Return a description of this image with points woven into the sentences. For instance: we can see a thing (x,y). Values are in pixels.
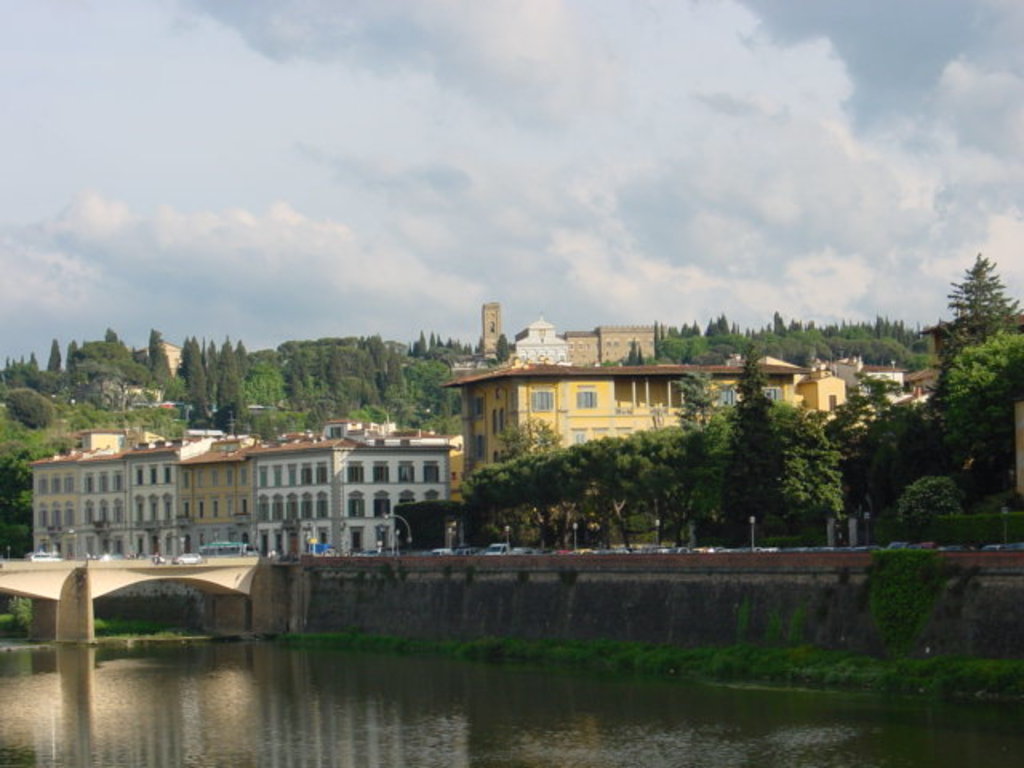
In this image at the bottom (319,744) we can see water (888,747) and plants (626,657). We can see vehicles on the road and bridge (149,572) and there are street lights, buildings (293,511), trees (552,484) and poles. In the background (162,418) there are trees (255,377), buildings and clouds (377,279) in the sky (383,135).
